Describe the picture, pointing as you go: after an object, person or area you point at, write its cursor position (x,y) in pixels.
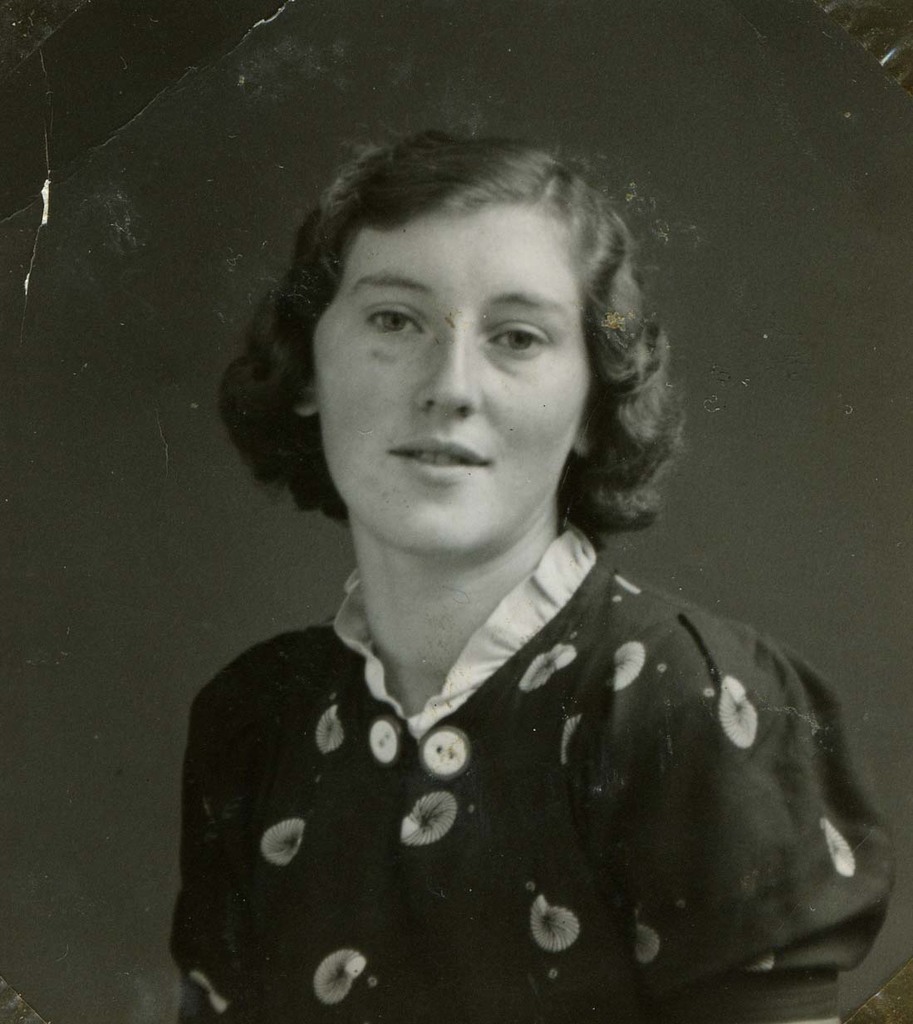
This picture is in black and white. In the center (392,414), there is a woman (577,688).
